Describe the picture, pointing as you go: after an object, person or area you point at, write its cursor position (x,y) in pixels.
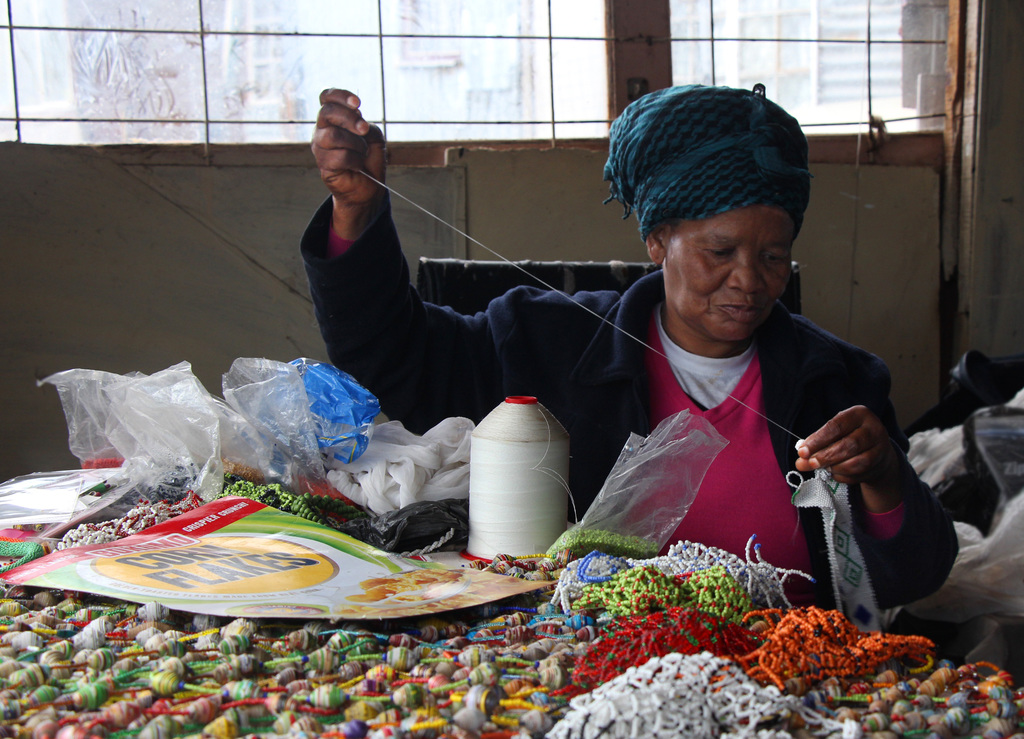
In the center of the image (644,278), we can see a person (541,335) sitting on the chair (472,284) and wearing a headband scarf (673,185) and holding a cloth (809,487) and a thread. At the bottom (439,513), we can see wool (184,636), some packets (317,482) and covers (72,516), a poster (379,565) and we can see clothes (394,451) and a thread (517,458). In the background (181,81), there are glasses (160,115) and we can see a wall (152,238).
